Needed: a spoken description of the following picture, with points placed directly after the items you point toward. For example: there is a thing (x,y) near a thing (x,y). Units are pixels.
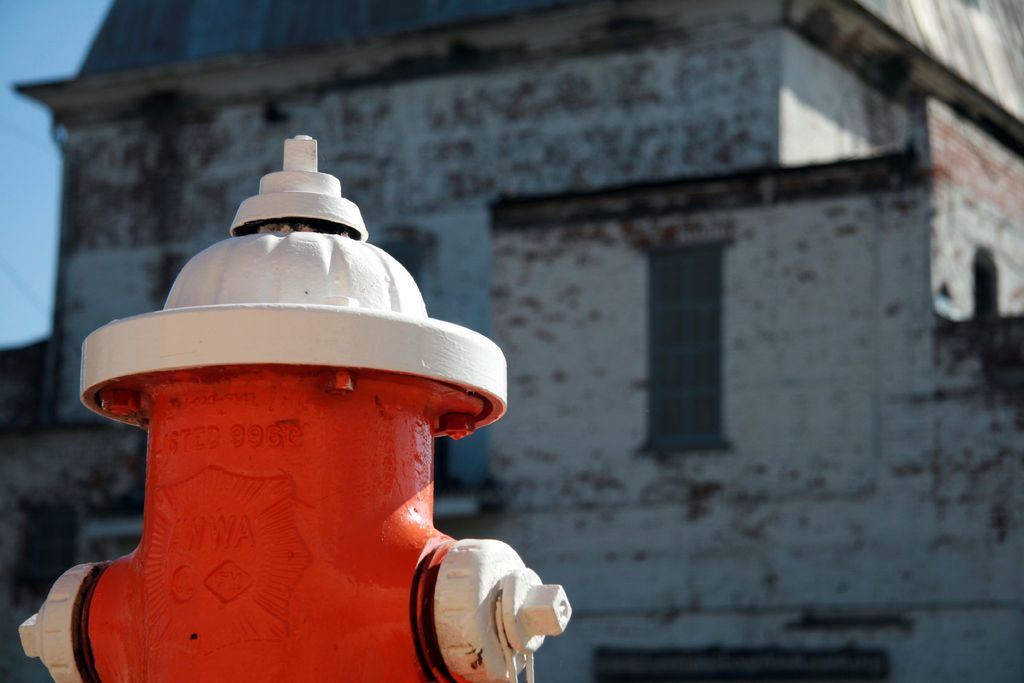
In this image we can see a building (406,198) with some windows (655,405), there is a hydrant (270,224) and in the background (60,49) we can see the sky (72,61).
